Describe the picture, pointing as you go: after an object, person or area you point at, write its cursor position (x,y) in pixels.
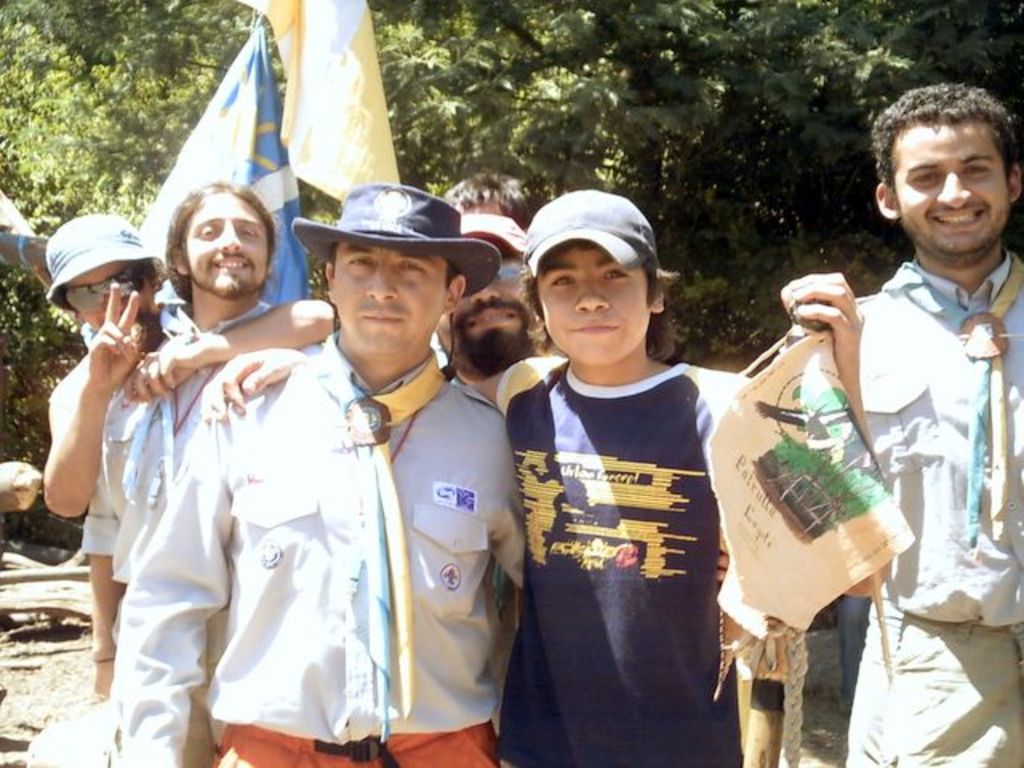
In this image there are a few people (370,456) standing with a smile on their face (508,297) are posing for a picture, behind them there are trees (539,95) and flags (335,95).
